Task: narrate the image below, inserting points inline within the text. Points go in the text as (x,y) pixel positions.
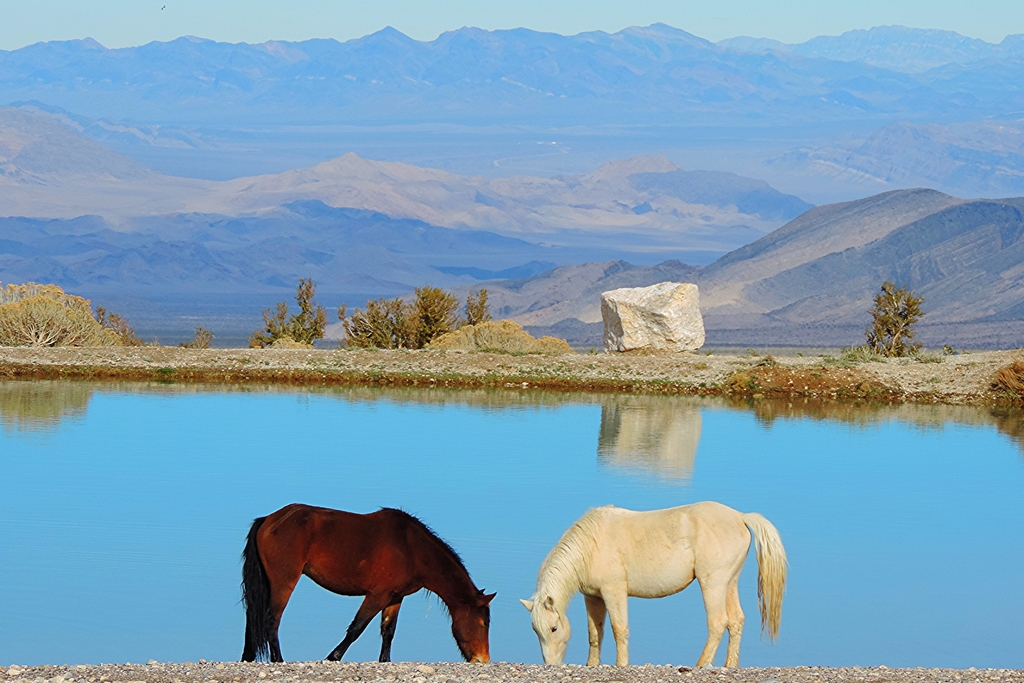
As we can see in the image there is water (424,408), two horses (436,574), rock (607,343), trees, hills (639,240) and sky (473,18). The horse (690,527) over here is in white color and this is in brown color.
